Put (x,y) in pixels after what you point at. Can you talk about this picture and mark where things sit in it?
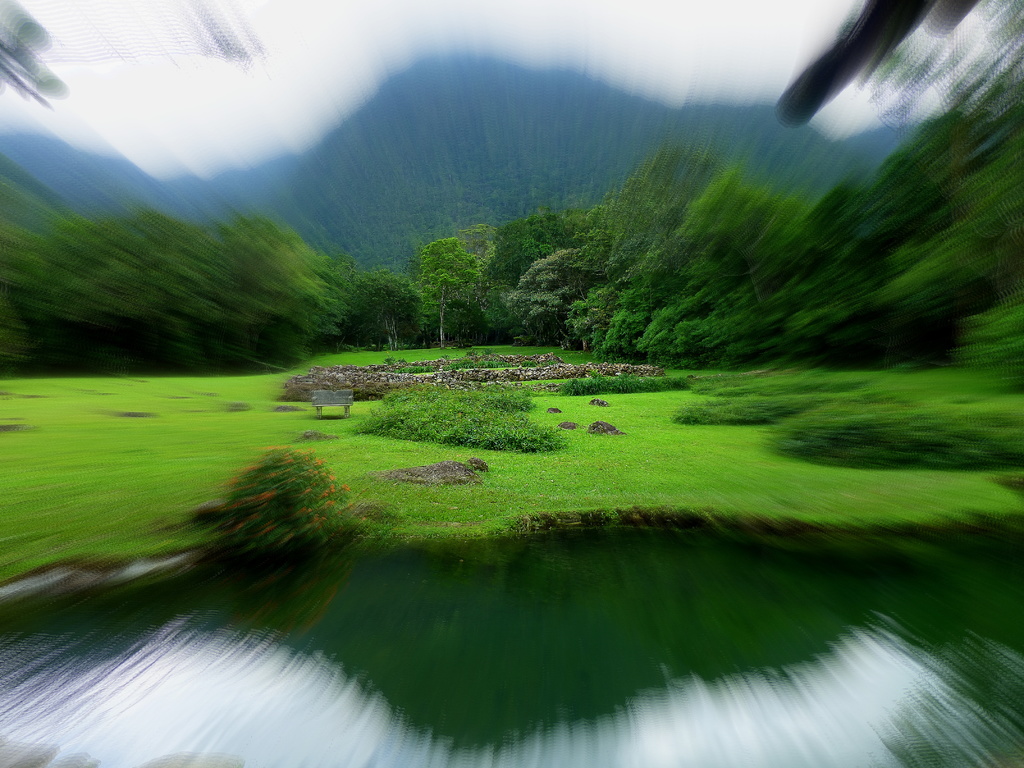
In this image we can see there are plants (282,510), grass (216,454), trees (656,276) and water (703,608). And it looks like a stone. And there are mountains (548,166) and a sky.
